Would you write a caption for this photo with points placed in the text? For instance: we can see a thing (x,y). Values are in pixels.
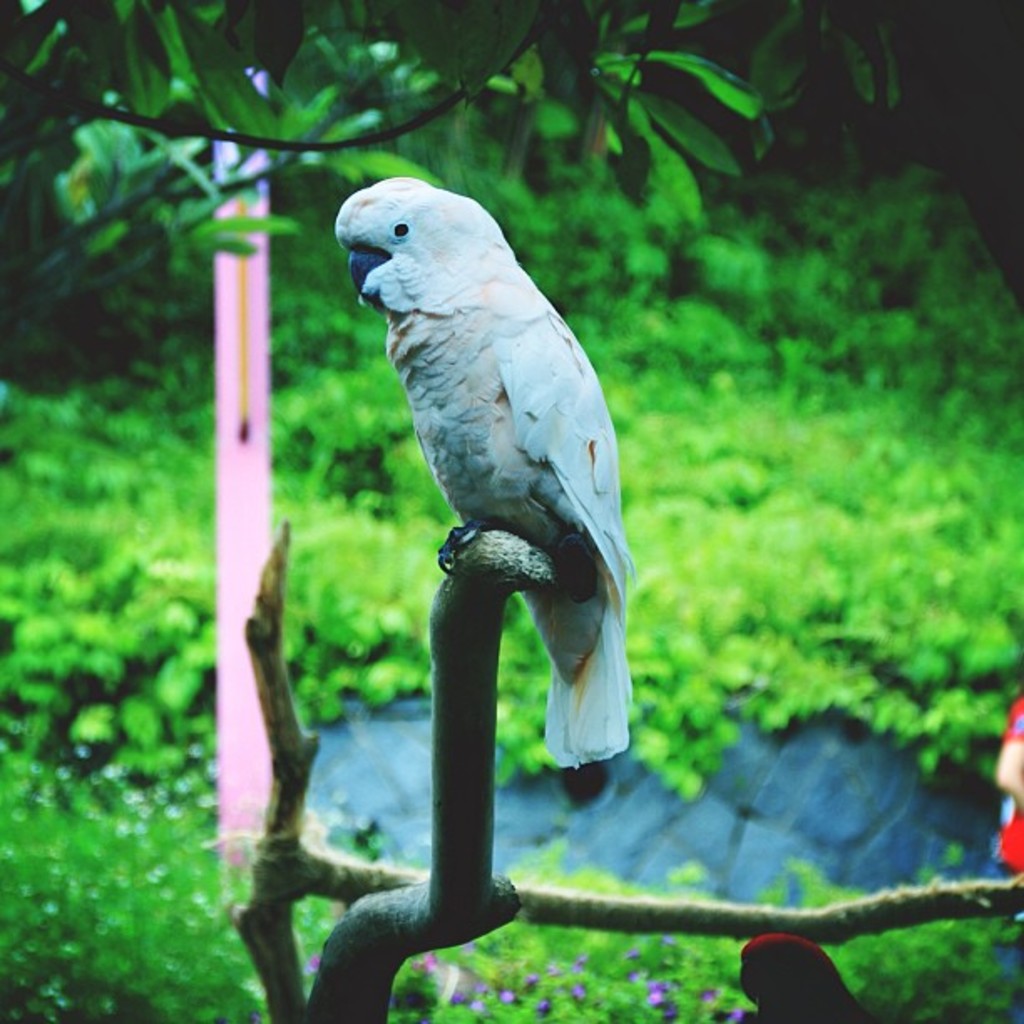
This image is clicked outside. There are plants (404,548) in this image. There is a parrot (568,707) in the middle (551,353).
